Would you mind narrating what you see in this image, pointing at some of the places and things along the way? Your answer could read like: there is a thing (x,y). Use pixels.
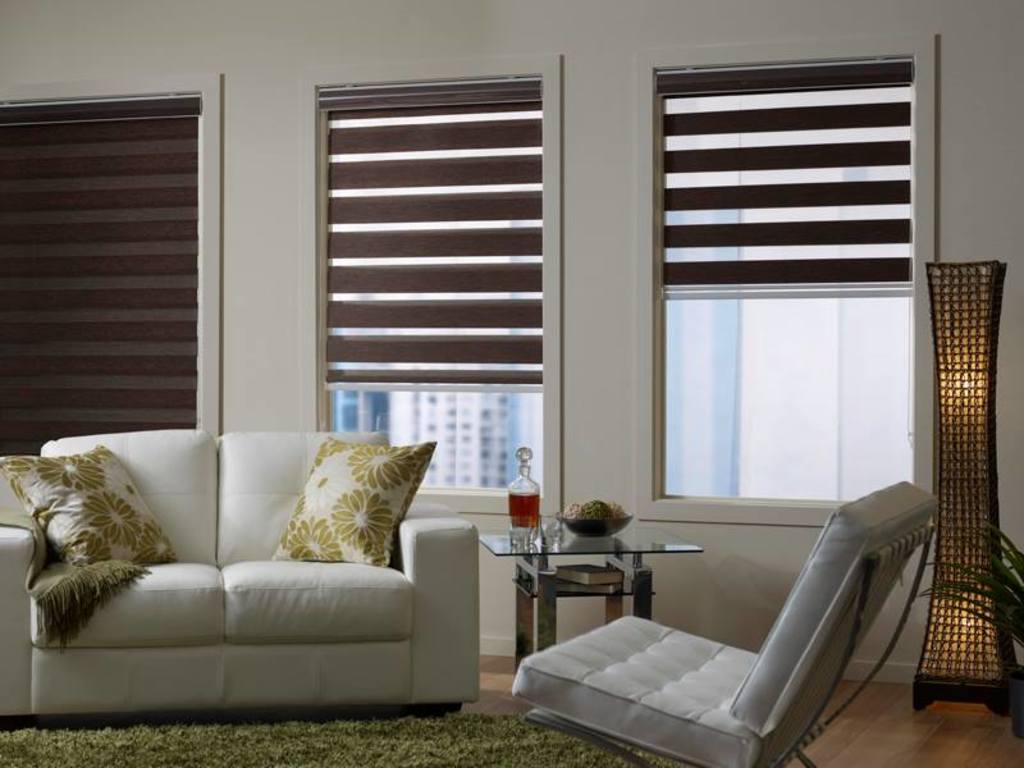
On the left (308,625) there is a sofa (291,566) on that sofa (432,626) there are two pillows (333,503) and one cloth (88,593). In the middle (528,511) there is a table (551,590) on that table (591,544) there is a bowl (602,520), bottle (532,499). On the right (787,636) there is a chair (775,643). In background (500,334) there is a window (762,381), glass (785,388), light (953,369) and plant (989,574). At the bottom (376,733) there is a mat (222,749). I think this is a house (575,283).
